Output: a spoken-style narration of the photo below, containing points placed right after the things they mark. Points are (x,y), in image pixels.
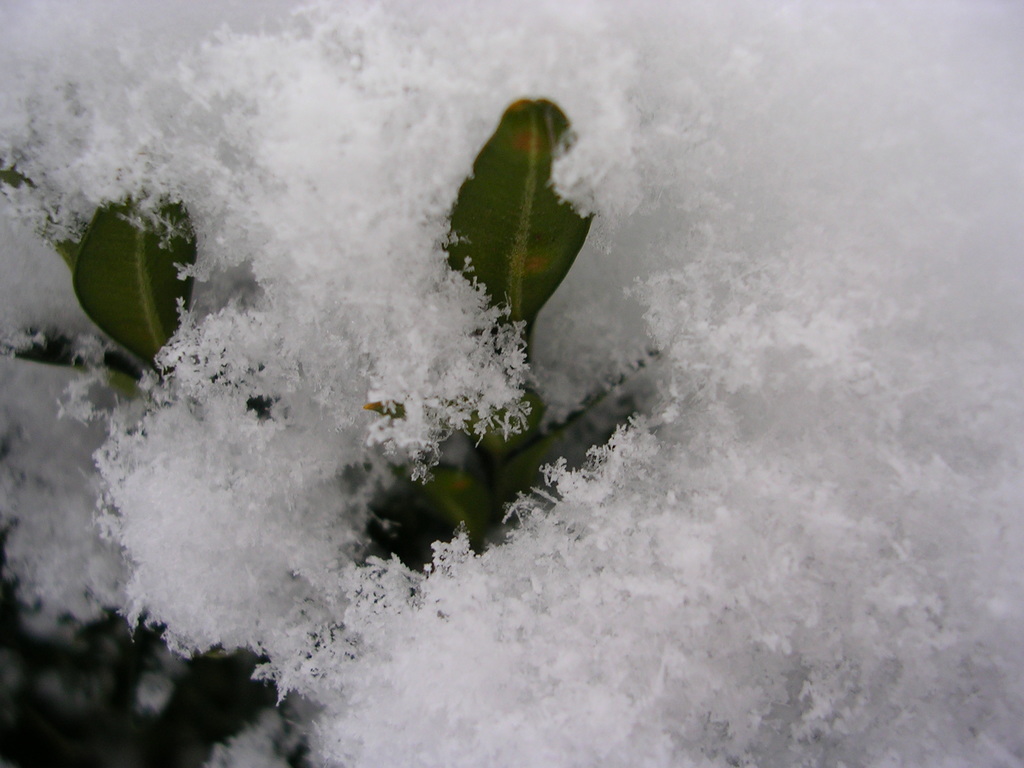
In this picture we can see leaves (162,267) and white color object (364,389).
